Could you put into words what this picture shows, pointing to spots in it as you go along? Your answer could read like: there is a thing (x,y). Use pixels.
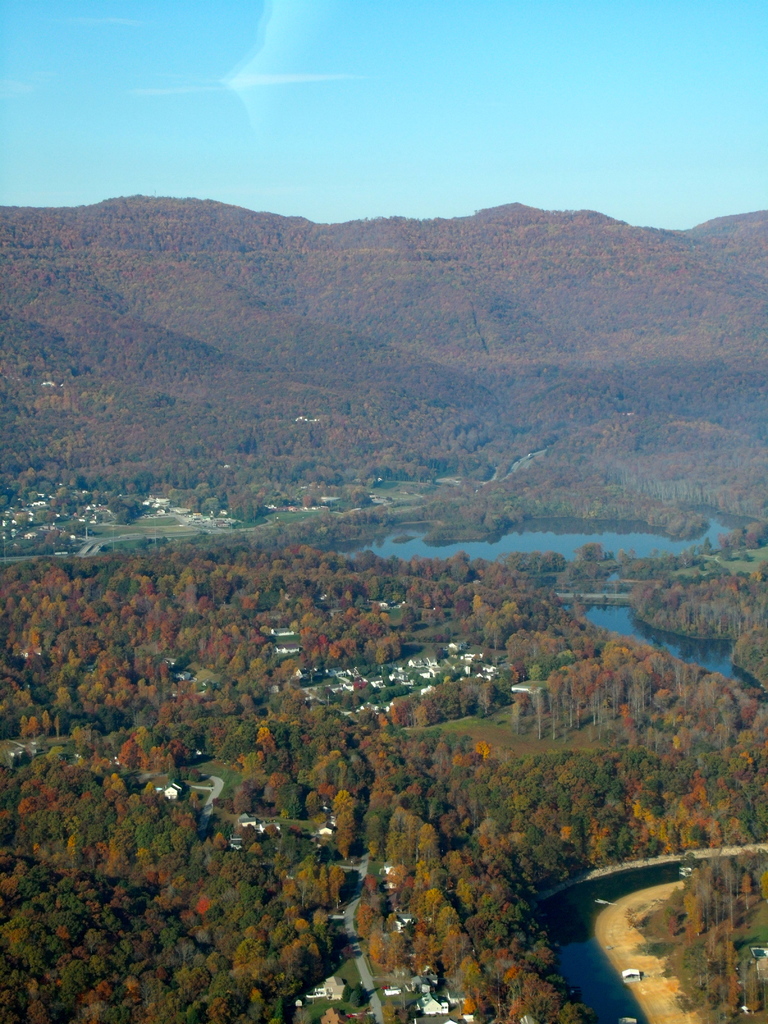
In this image it looks like it is a scenery. In which there are so many trees (295,699) at the bottom (263,889) and there are houses (337,991) and buildings (391,681) in between them. In the middle (487,548) there is water (564,548). At the top (342,284) there are hills (260,331). At the top (268,169) there is sky (264,112).
